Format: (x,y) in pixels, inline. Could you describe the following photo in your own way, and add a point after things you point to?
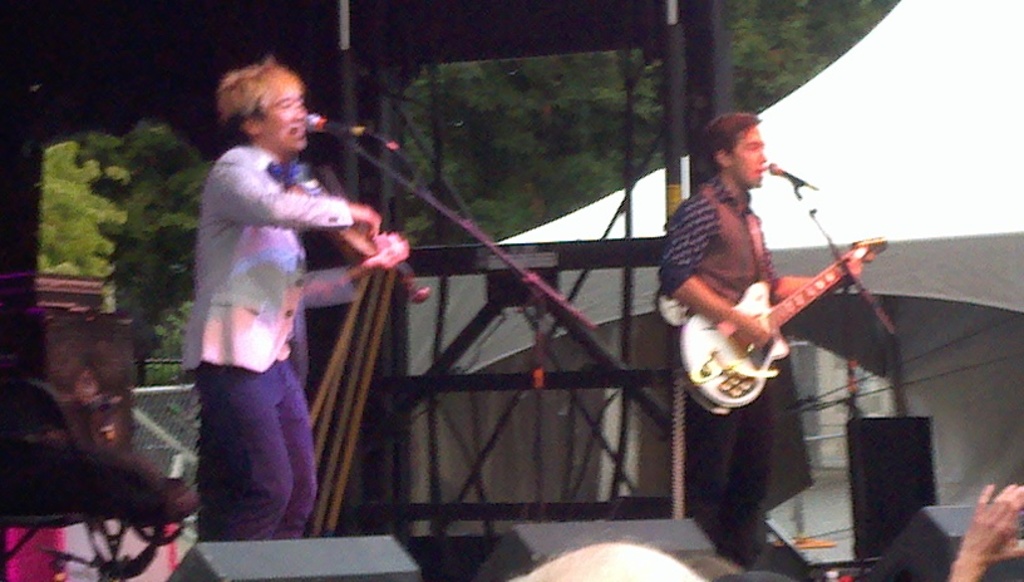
In this image I can see two persons (369,263) standing in front of the microphones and they are holding few musical instruments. In the background (823,417) I can see the tent (887,120) in white color and I can see few trees (84,241) in green color.
